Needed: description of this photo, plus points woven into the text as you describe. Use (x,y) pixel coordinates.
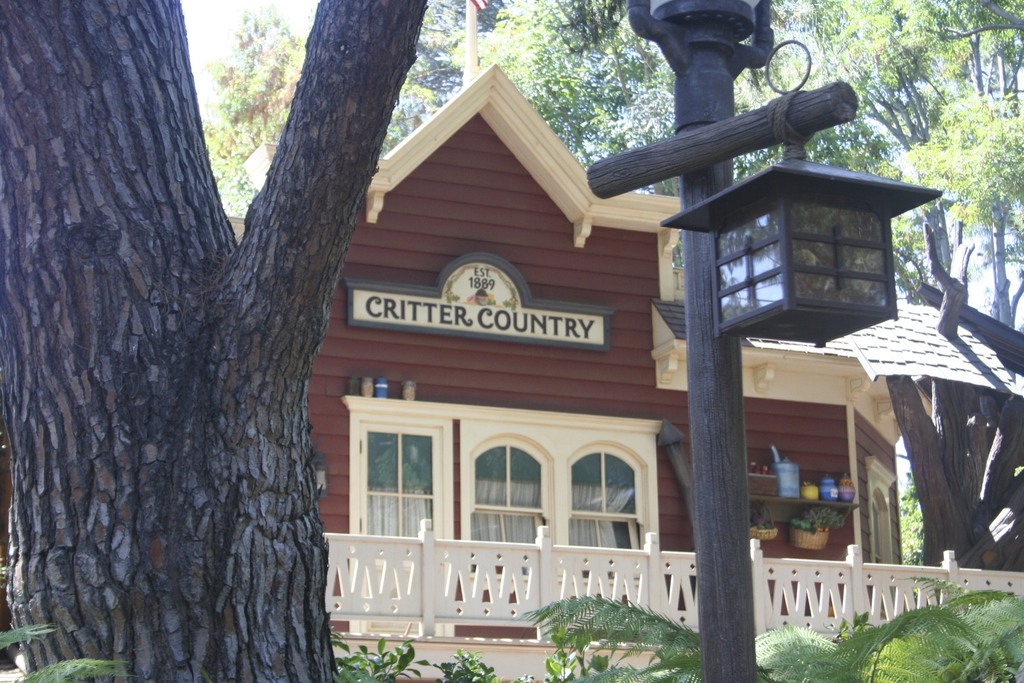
In the center of the image (490,254) we can see a house (435,345), wall (568,301), board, windows (569,486), shelves (756,491), bucket (796,481), basket (816,538), plants (822,523), railing (675,590) and some other objects (669,446). In the background of the image (906,57) we can see the trees (389,20), pole (732,680), light (753,218).
